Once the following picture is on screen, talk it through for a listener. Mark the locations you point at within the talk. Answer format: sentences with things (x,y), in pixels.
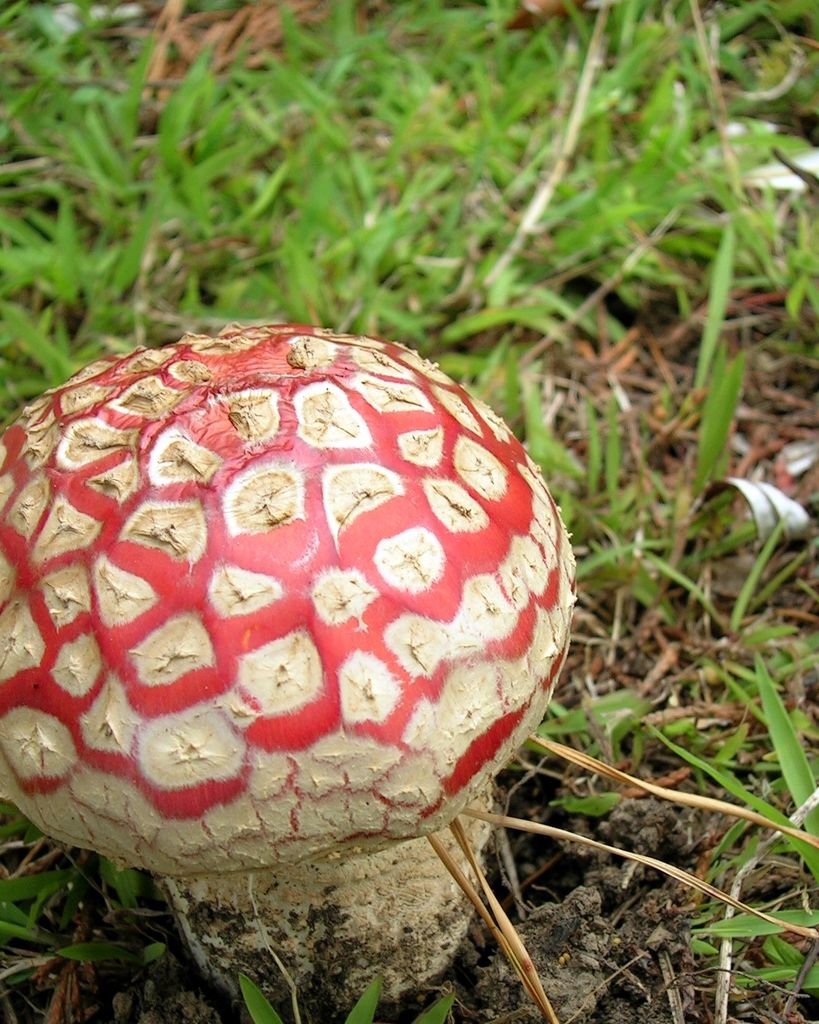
In this image I can see grass (415,304) and in the front (445,740) I can see a mushroom (146,563).
